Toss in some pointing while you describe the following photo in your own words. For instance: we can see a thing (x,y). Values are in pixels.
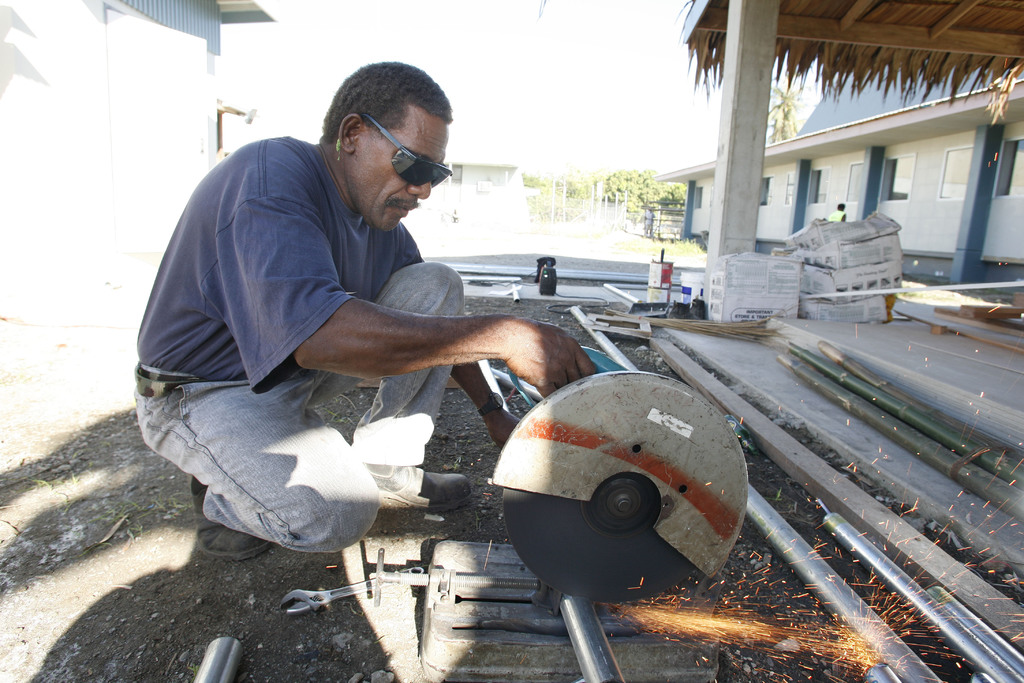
Here a man (453,349) is cutting the iron rod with a machine (524,494), he wore a t-shirt (307,269) and jeans trouser (273,440). On the right side (825,217) it's a house (829,190).
